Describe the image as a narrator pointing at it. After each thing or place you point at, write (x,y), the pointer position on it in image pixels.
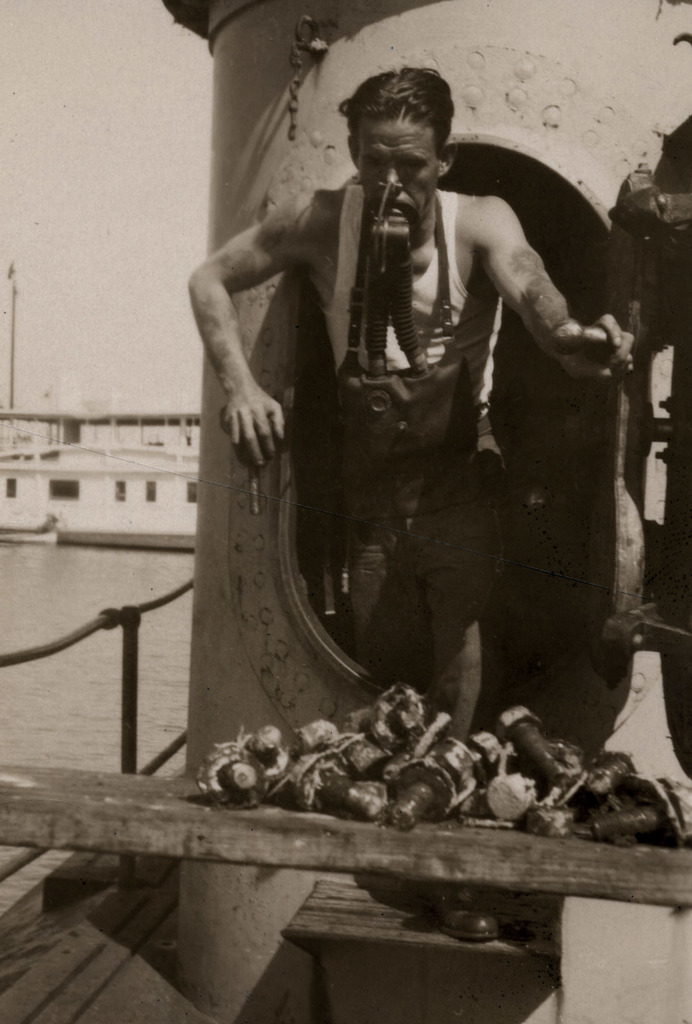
In the foreground of the picture (507,742) we can see a person (370,385) in a boat (409,44) and there are various objects (400,805) on a wooden table (558,848). On the left (123,579) we can see a water body (52,579) and a building (104,433). At the top left corner (90,181) there is sky (73,207).
